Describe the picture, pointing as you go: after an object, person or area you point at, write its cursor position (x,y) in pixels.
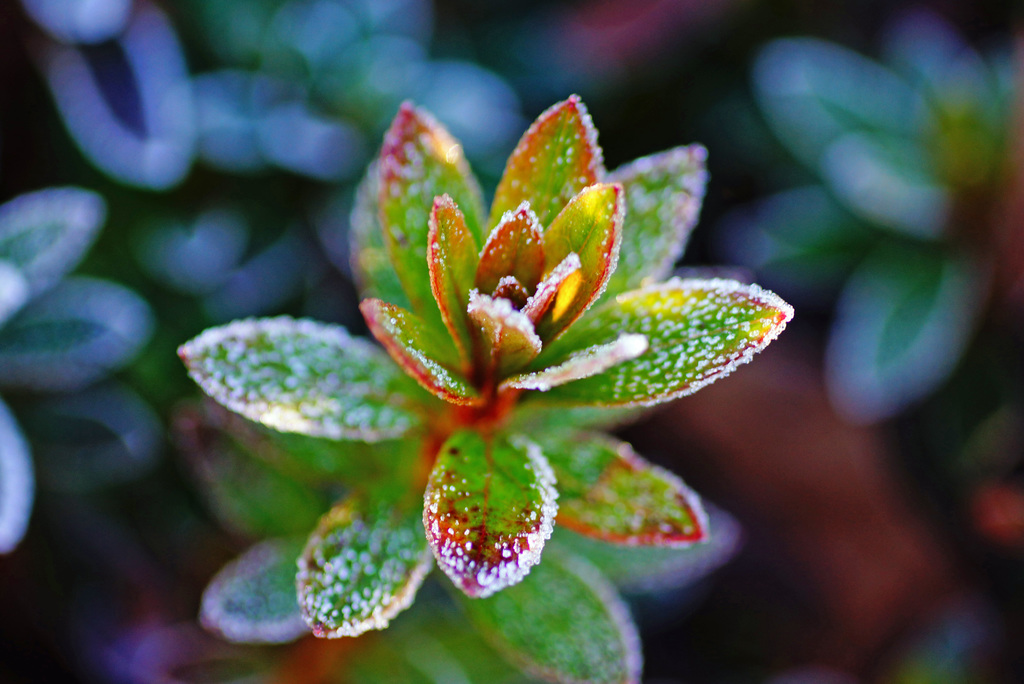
In this image there are a few leaves (566,251) of a plant (381,312).
